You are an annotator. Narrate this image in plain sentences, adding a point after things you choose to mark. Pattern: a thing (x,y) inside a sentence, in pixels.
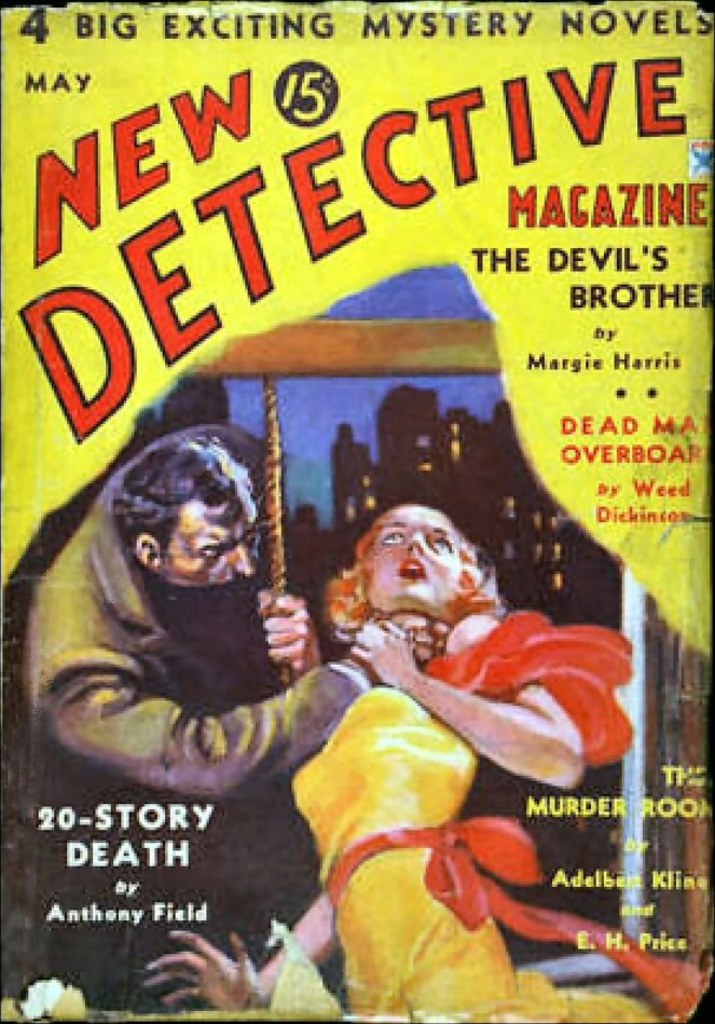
This is a picture of a poster (307,730), where there is an image of two persons (415,770), buildings (386,409), sky (320,400), and there are words (412,197) and numbers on the poster (231,664).
